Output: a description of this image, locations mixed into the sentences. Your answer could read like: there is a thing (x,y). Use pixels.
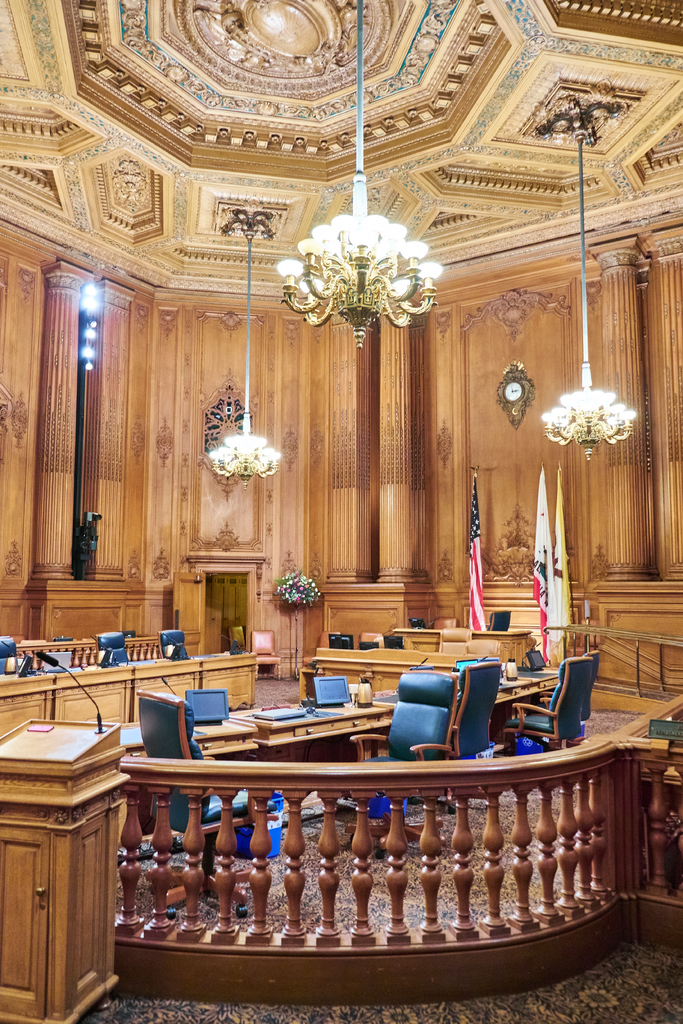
At the bottom of the image (42,744) there is fencing (395,983) and podium (73,740), on the podium (66,740) there is a microphone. Behind the fencing (634,725) there are some chairs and tables (51,676) and flags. At the top of the image (379,235) there is wall (7,296) and roof (311,135) and lights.
